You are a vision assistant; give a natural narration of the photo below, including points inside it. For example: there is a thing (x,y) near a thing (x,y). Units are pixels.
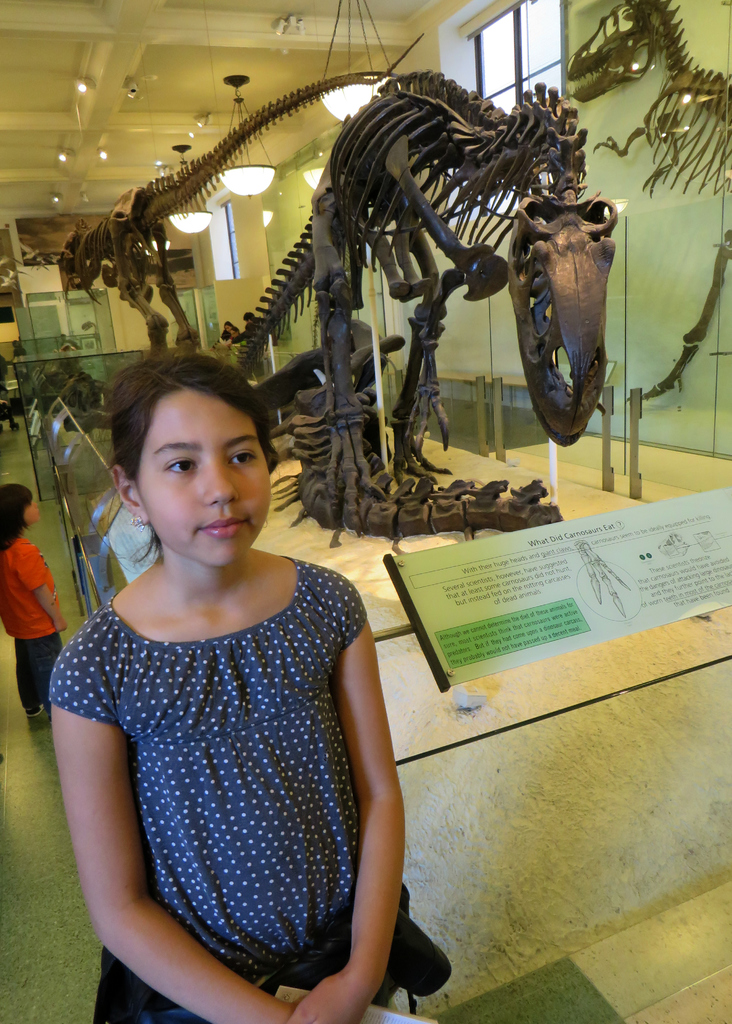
In this image I can see two people (112,666) with navy blue and an orange color dresses (116,725). To the side of these people (273,628) I can see the statues of animals (374,517) and the board (563,586). In the background (223,246) I can see the lights (188,226) and the window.
